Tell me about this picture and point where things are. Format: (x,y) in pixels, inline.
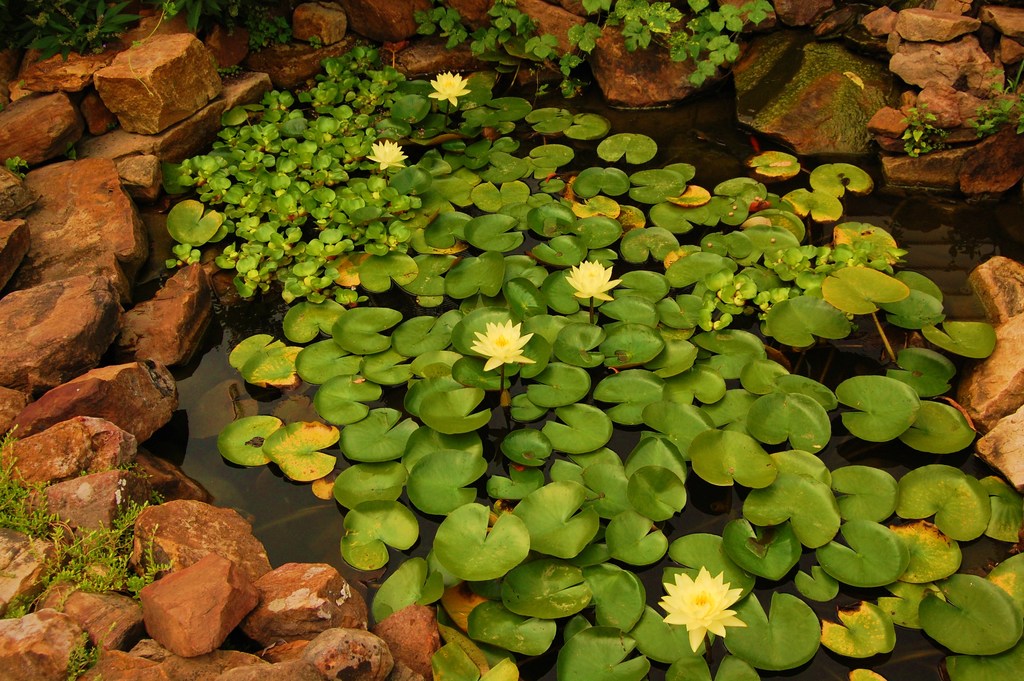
In this image there is water (234,485) in the middle (521,249). In the water (274,469) there are lotus flowers (501,351) and green color leaves (424,348). There are stones (177,281) around the water (205,405).
